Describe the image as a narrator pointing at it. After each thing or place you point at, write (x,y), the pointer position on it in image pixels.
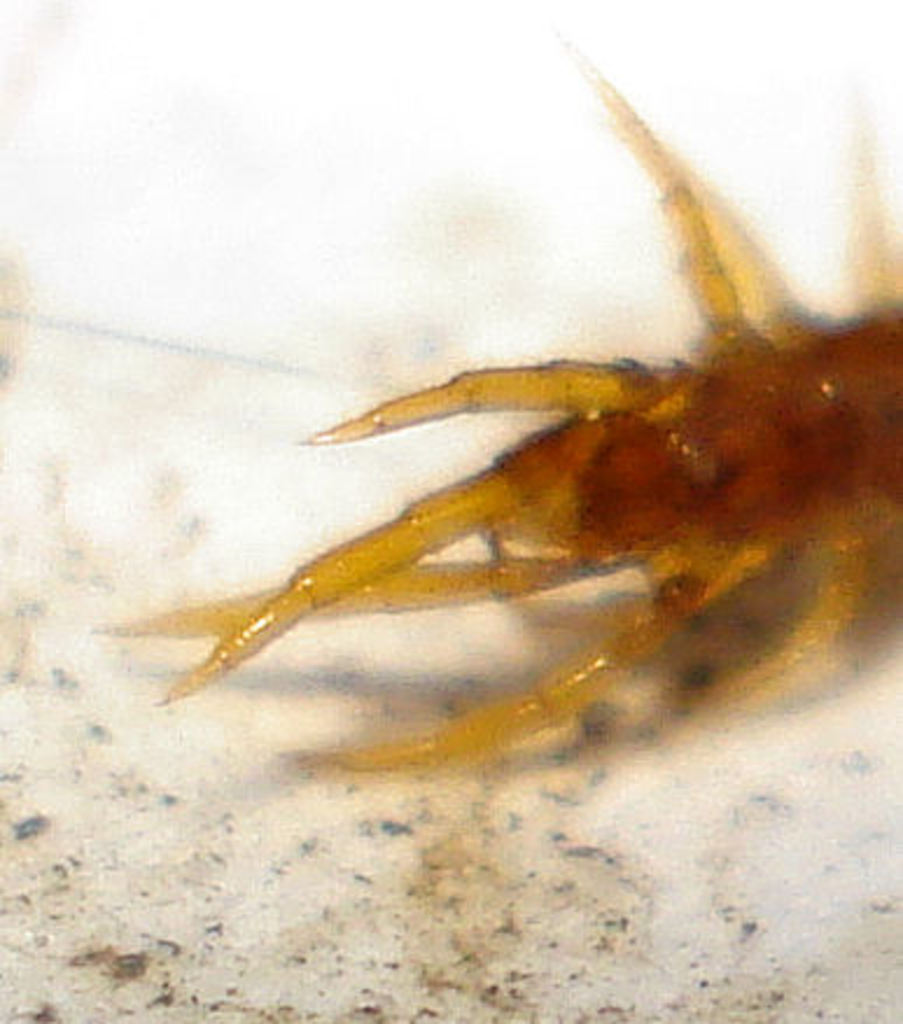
In this image I can see an insect (698,588) on the ground (443,661). This image is taken may be during a day.
